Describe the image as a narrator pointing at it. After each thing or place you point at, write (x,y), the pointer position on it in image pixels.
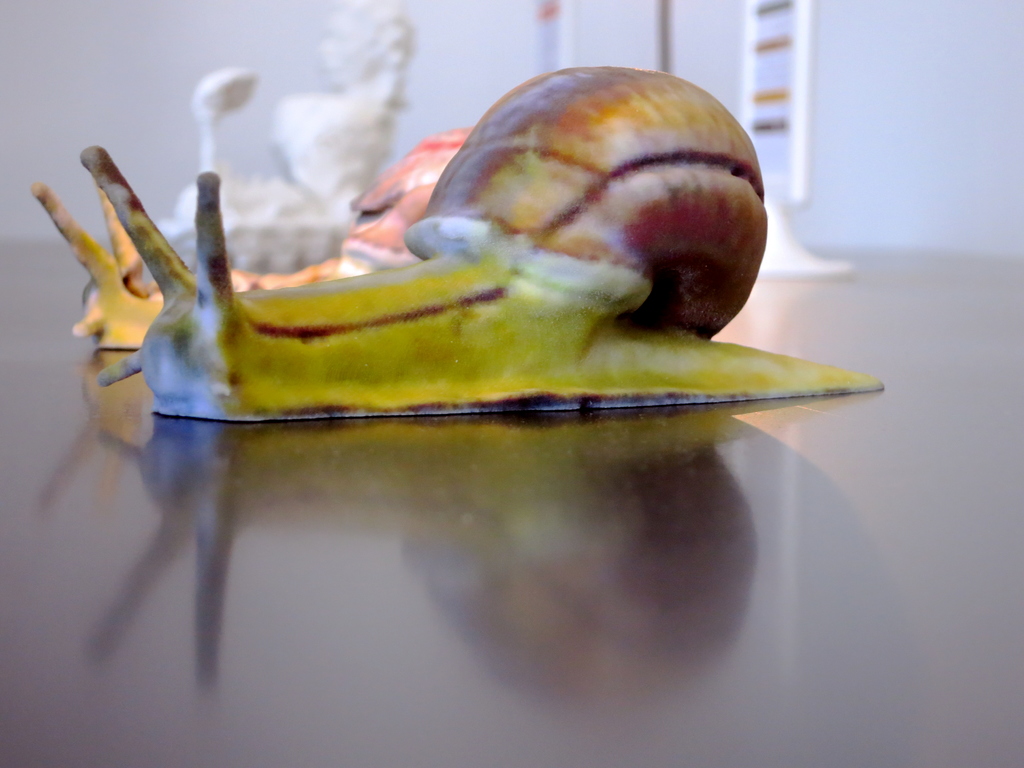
In the foreground (753,361) I can see two snail models (756,167) on the table (734,568). In the background (970,160) I can see a sculpture (213,108) and a wall (882,49). This image is taken in a hall (810,367).
